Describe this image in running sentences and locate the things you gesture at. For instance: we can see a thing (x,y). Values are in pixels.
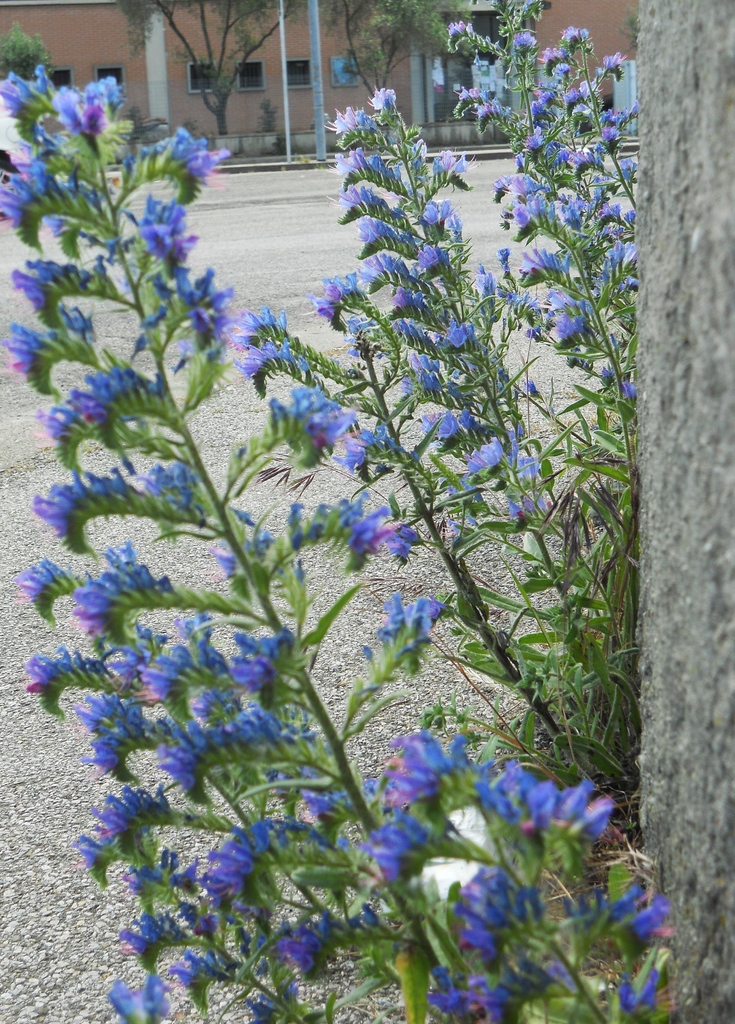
In this image in the foreground (395,531) there are some plants (470,545) and flowers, and on the right side (673,426) there is a wall (657,341). At the bottom (97,797) there is a walkway (279,223), and in the background (334,43) there are buildings (300,49), trees (407,28) and poles (320,43).
